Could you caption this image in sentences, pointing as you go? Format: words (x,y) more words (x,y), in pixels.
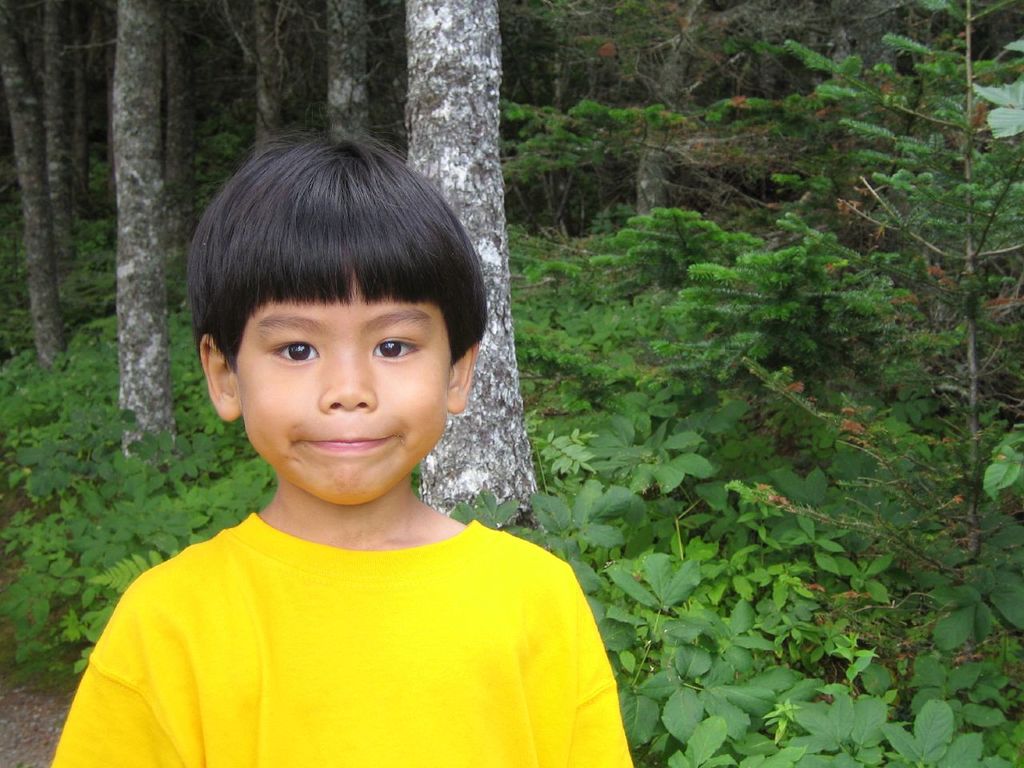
In this picture I can see a kid (360,636) in the middle (345,408), in the background (584,149) there are trees (589,137).
